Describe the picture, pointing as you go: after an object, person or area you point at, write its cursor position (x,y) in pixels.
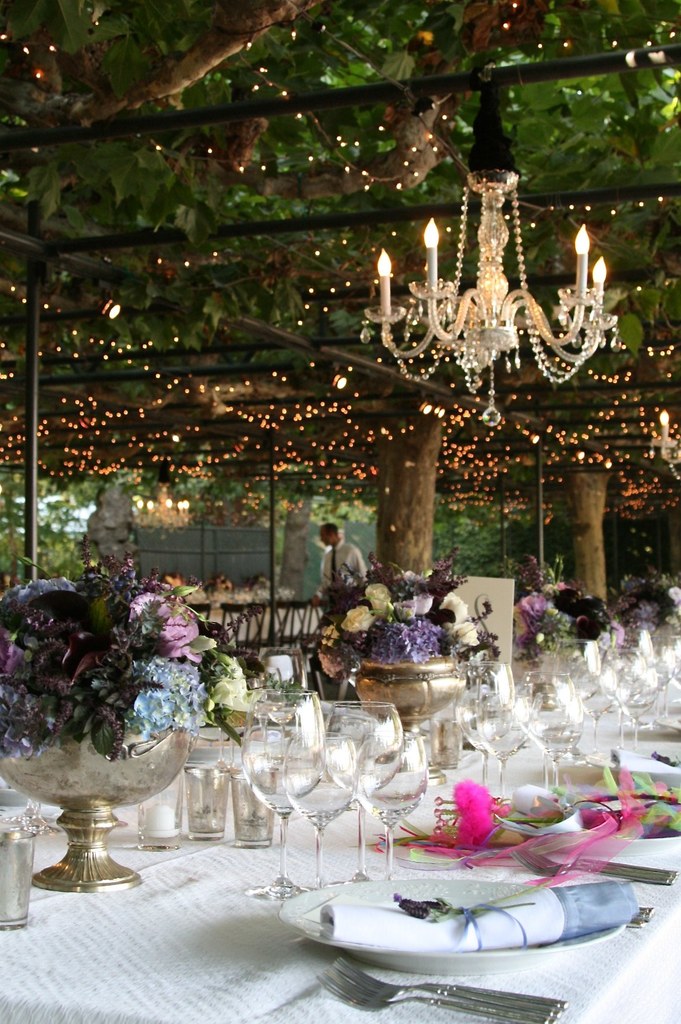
At the bottom of the image (655,978) there is a table (652,970), on the table (655,978) there are some plates (659,843) and spoons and forks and flower vases (518,623). Behind them a person (330,530) is standing. At the top of the image (424,128) there are some trees (169,364) and lights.
